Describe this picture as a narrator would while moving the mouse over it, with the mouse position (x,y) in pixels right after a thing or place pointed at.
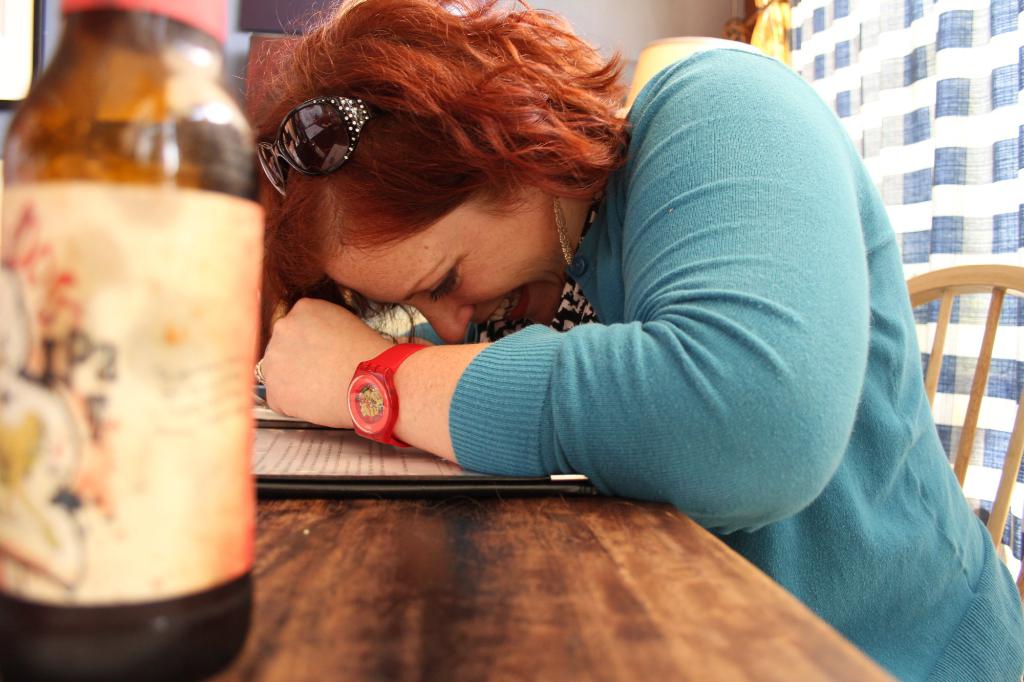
In this image there is a person (735,304) wearing blue color dress (729,363) and also goggles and red color wrist watch (392,409) sitting on the chair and at the left side of the image (161,335) there is a bottle (206,353).
